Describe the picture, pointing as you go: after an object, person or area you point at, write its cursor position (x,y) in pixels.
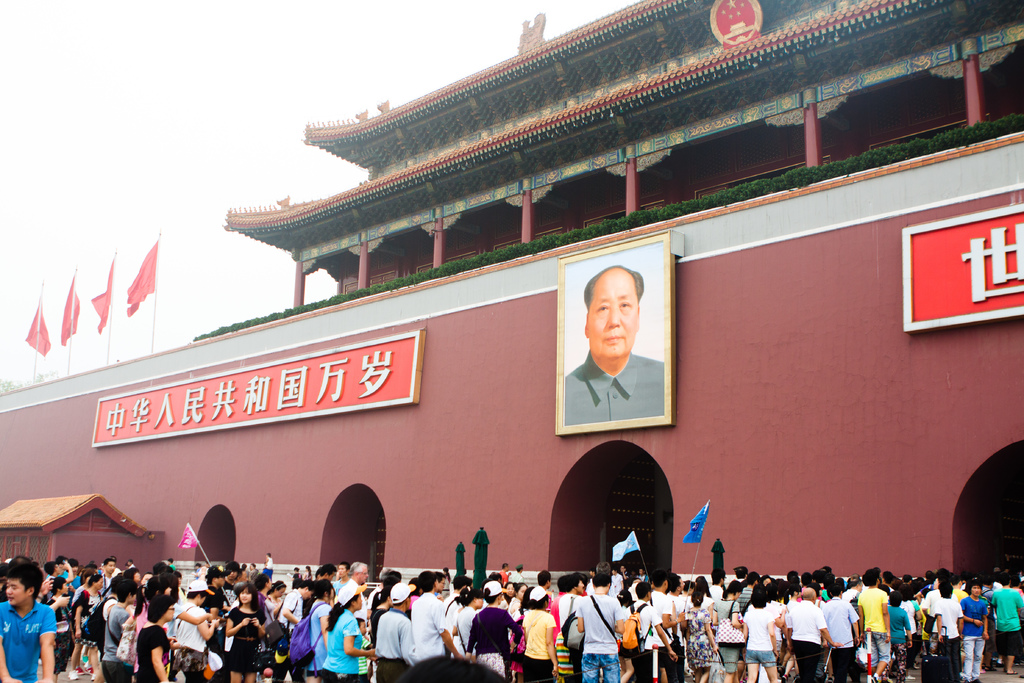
To this building (451,232) there is a picture (627,338), plants (784,174) and boards (393,349). Here we can see flags (154,275). In-front of this building (524,419) there are people (250,606). Few people (228,582) are holding flags (690,526). This is shed (38,514). Background (134,68) there is a sky (130,97).
